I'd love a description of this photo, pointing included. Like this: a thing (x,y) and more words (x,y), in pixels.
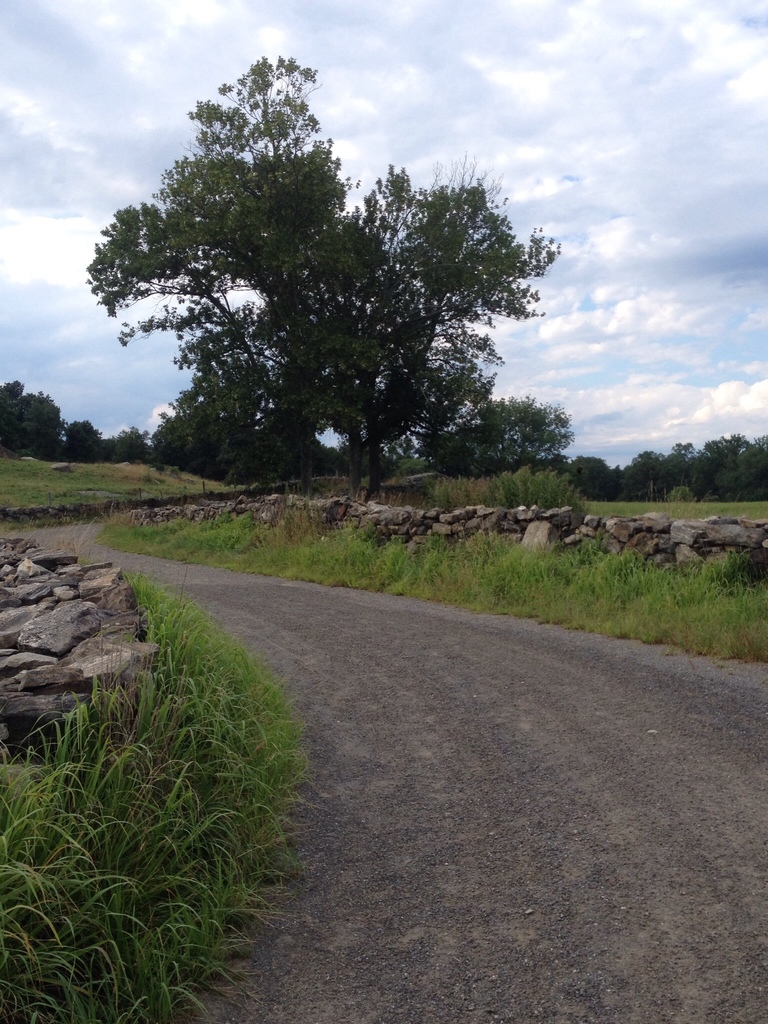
In this image at the bottom (366,761) there is a walkway (380,801), on the right side (619,598) and left side (56,817) there is grass (322,526) some stones (167,513) and in the background (158,442) there are trees (707,464). On the top of the image (547,191) there is sky (547,191).
